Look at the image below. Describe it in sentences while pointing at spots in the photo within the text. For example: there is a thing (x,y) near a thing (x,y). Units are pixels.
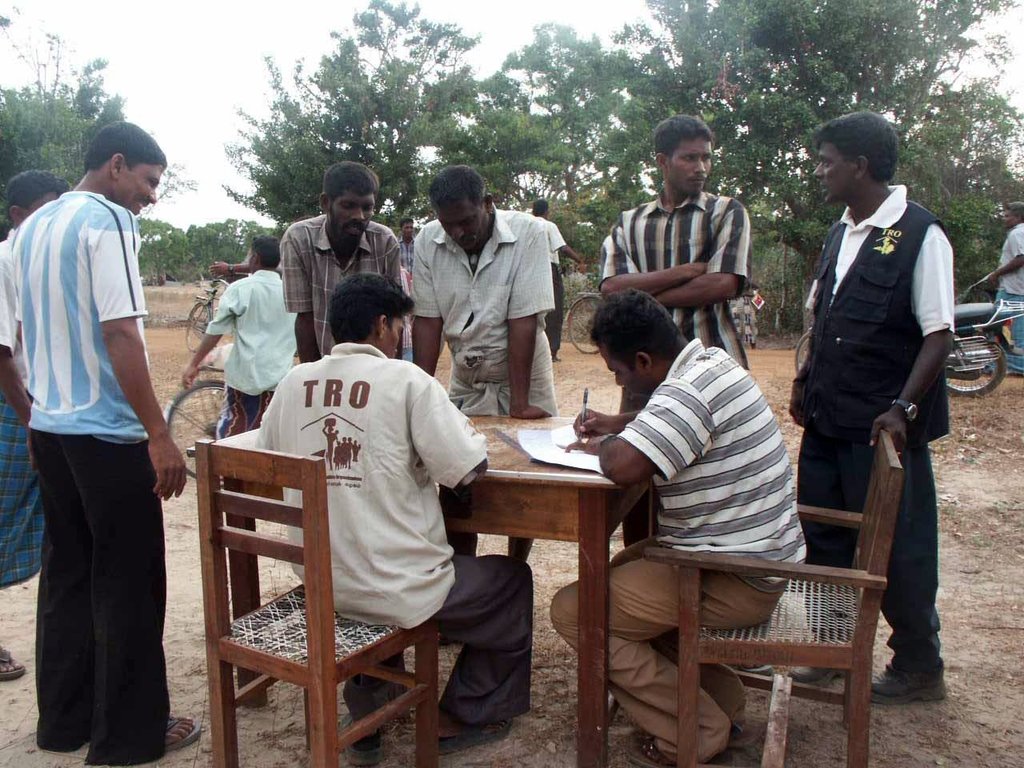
It is an open space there is a table (577,507) and there are two people (503,579) sitting in front of the table (487,482), there are few people (101,453) standing around them they are looking like farmers (52,420) in the background (975,355) there is a bike (1002,317), trees (774,126) and sky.
